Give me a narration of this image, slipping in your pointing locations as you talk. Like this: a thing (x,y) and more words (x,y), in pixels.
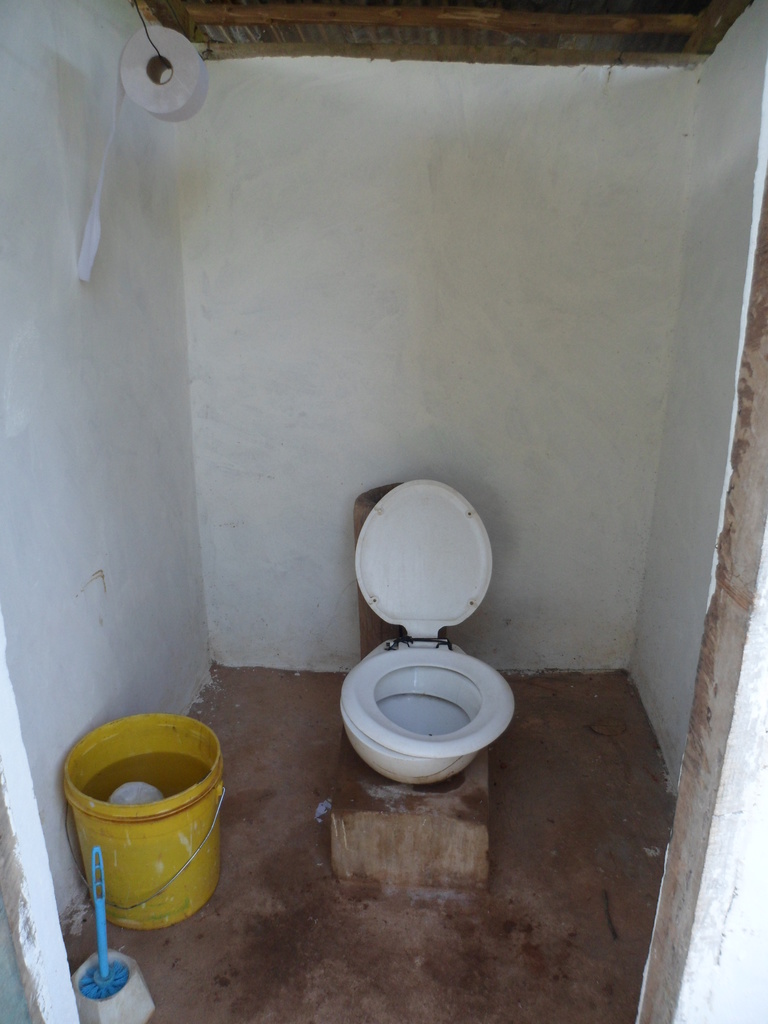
Here we can see a commode (443,712), bucket (204,895), water (170,773), and a tissue roll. In the background (121,174) we can see wall (560,666).
